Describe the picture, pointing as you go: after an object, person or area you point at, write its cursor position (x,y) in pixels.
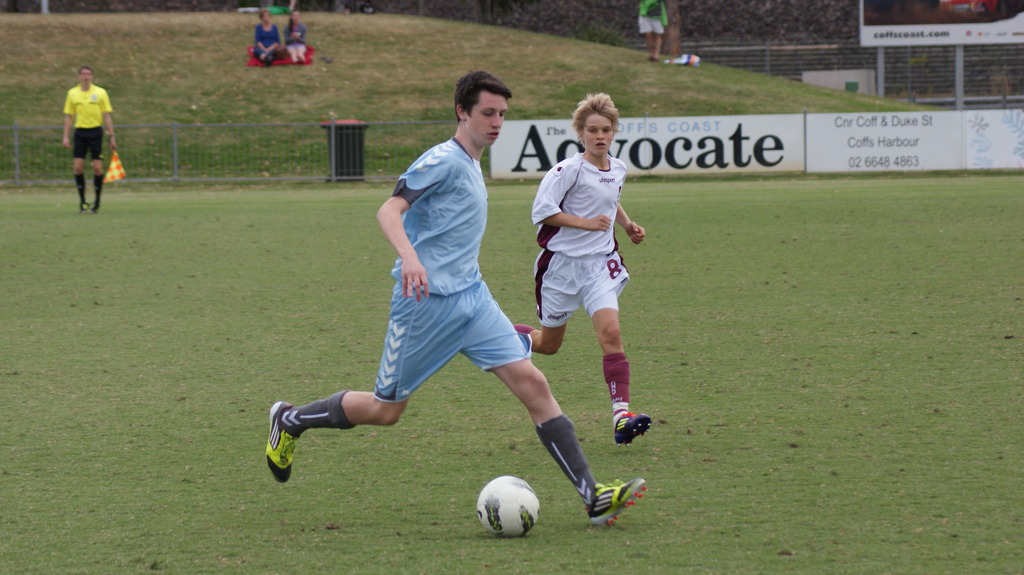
This image is taken in a playground (695,306). In this image there are two men (560,274) playing. Image also consists of a fence (294,138), ball (527,506) and hoardings (765,151). In the background (304,30) there are two women (295,51) sitting. There is also a person (97,108) on the left (87,120).
